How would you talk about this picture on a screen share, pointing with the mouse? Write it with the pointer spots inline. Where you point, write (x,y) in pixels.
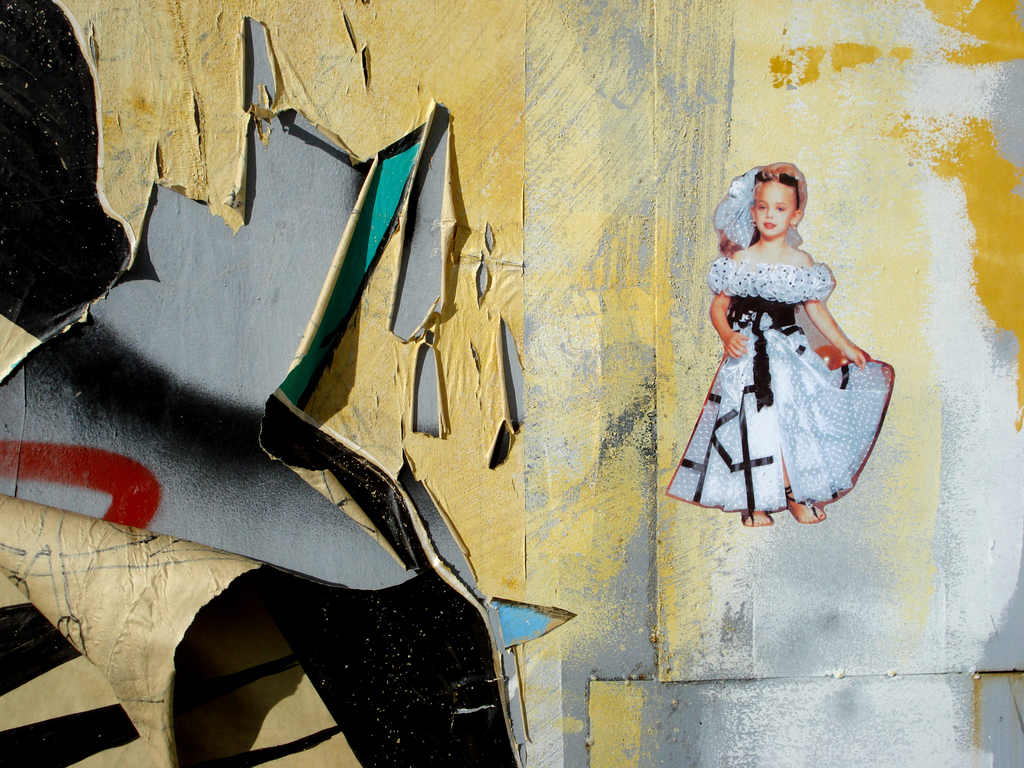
In this picture we can see a wallpaper sticker (802,452) of the small girl (756,258) wearing white dress (828,389). On the left corner (313,63) we can see the torn wallpaper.
